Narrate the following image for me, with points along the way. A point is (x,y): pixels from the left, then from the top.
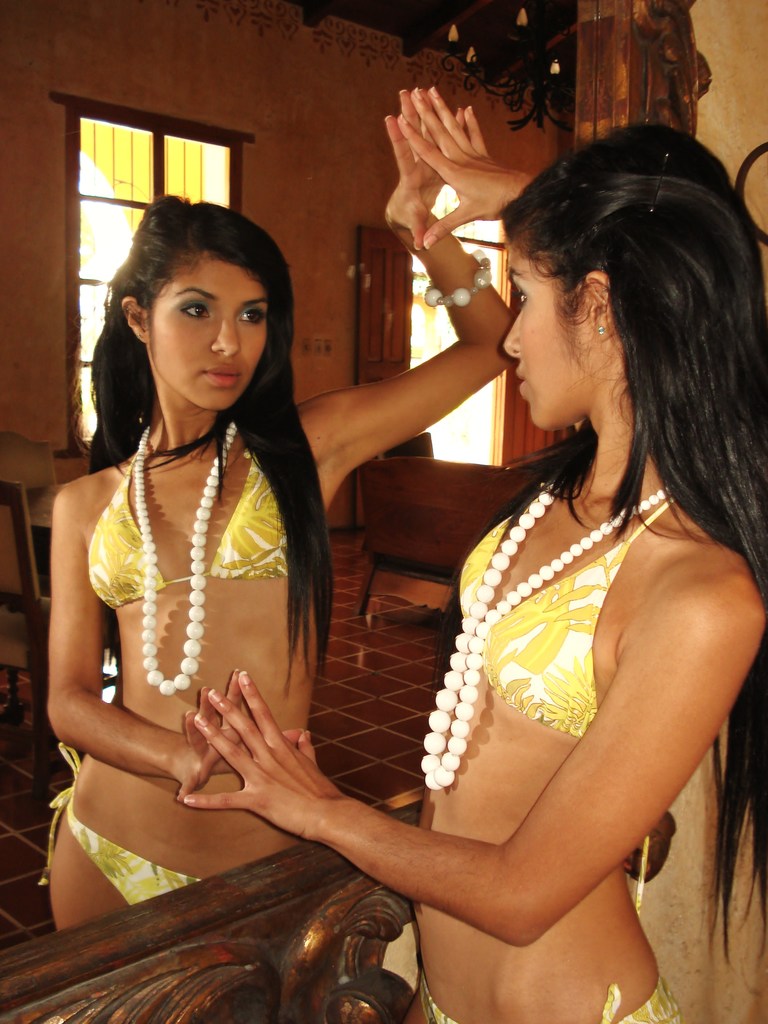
In this image, we can see a lady (588,868). We can see the mirror (25,236). We can see the reflection (281,404) of the ground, chairs (475,522), window (118,160), doors (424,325), lights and a lady (174,829) in the mirror (179,877).
